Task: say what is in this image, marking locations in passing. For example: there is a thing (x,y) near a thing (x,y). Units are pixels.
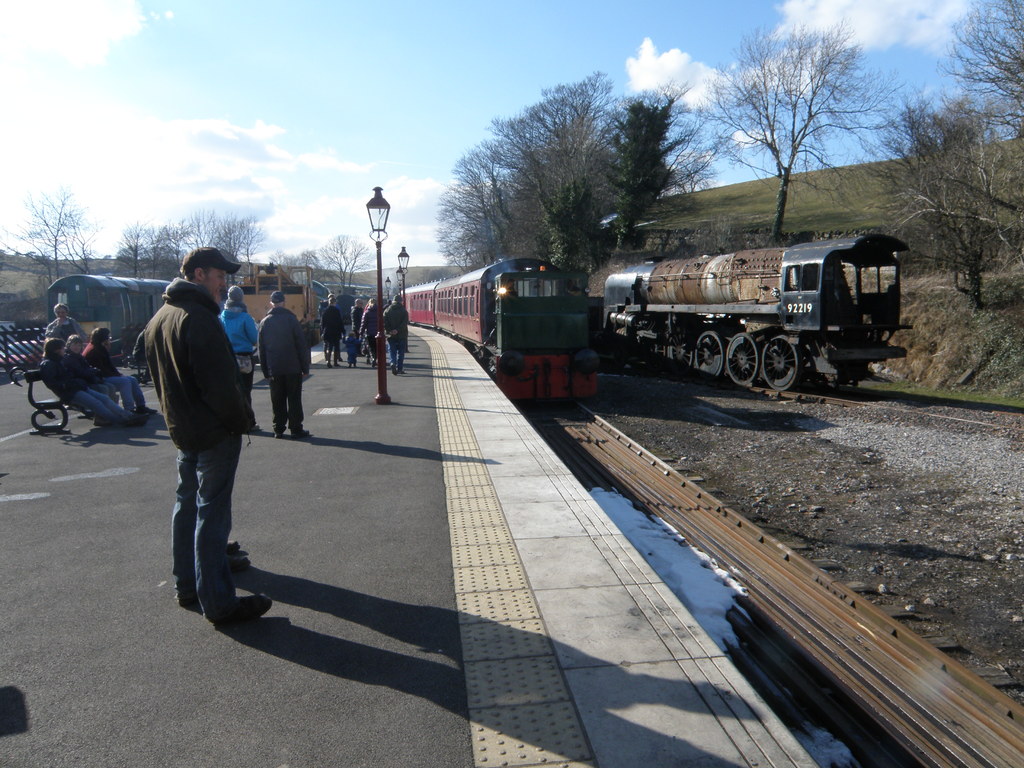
In the center of the image (443,314) there is a train (520,350) on the railway track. On the right side of the image (779,328) we can see train (681,331), trees (627,243), hill (712,207). On the left side of the image (327,313) we can see persons (193,413) on the road (153,507), street lights (402,272) and trees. In the background (409,69) we can see sky (311,91) and clouds (642,70).
